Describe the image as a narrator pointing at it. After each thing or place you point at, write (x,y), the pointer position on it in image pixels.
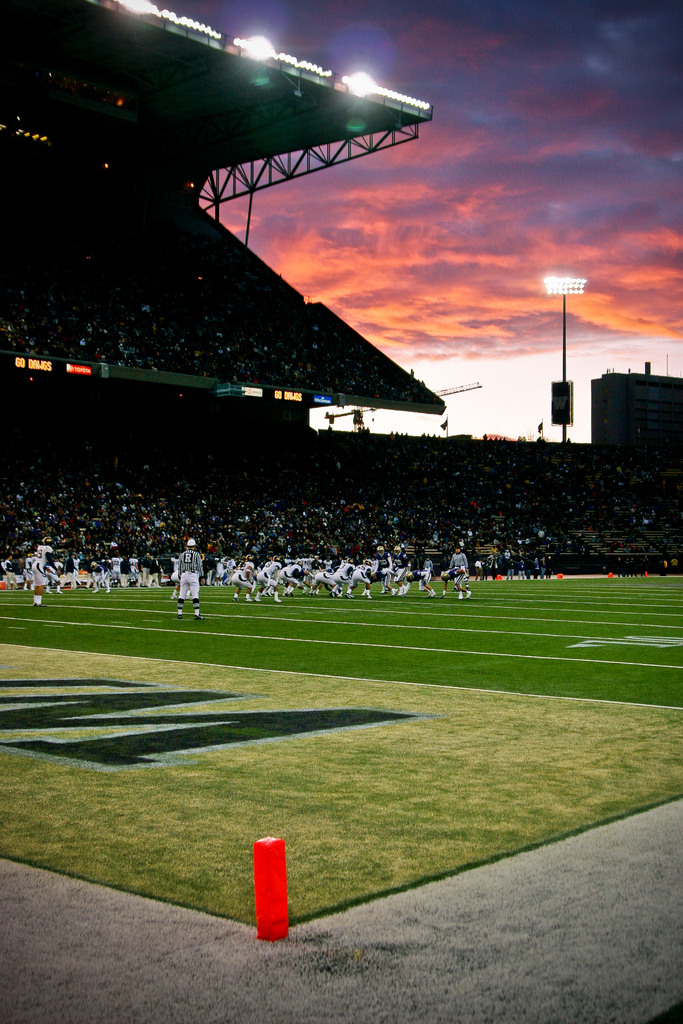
In this image we can see stadium (373,782) and huge crowd (196,482) is sitting in the sitting area (177,336) of the stadium (225,375). The sky (444,217) is covered with clouds (462,302).
